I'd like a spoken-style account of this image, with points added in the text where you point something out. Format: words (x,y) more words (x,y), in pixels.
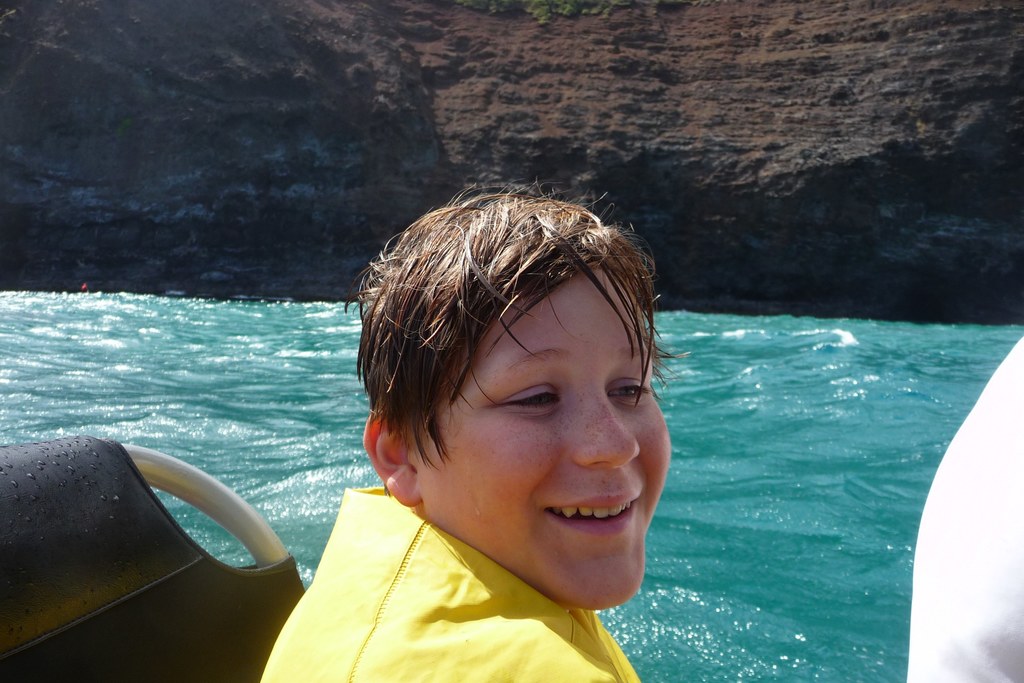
As we can see in the image there is a boy (496,555) wearing yellow color t shirt (437,626) and sitting on boat (156,578). There is water (179,320) and hill (578,74).
